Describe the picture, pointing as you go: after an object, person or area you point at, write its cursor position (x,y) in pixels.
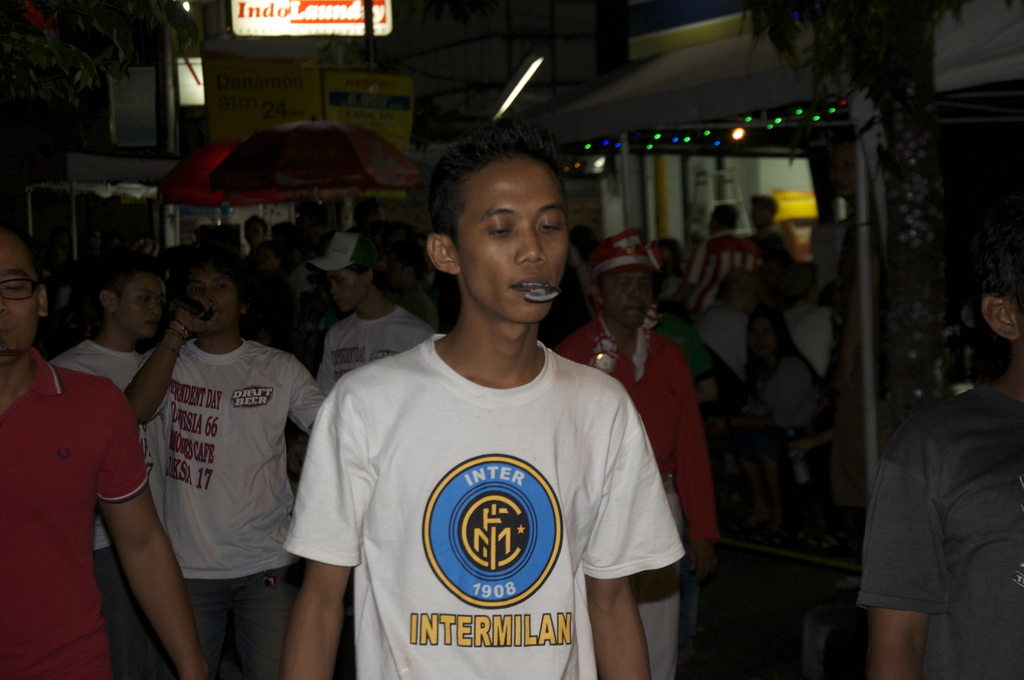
This is an image clicked in the dark. Here I can see a crowd (484,276) of people (403,235) are standing. In the background (515,78) there is a building (588,92) and few boards (242,32).
